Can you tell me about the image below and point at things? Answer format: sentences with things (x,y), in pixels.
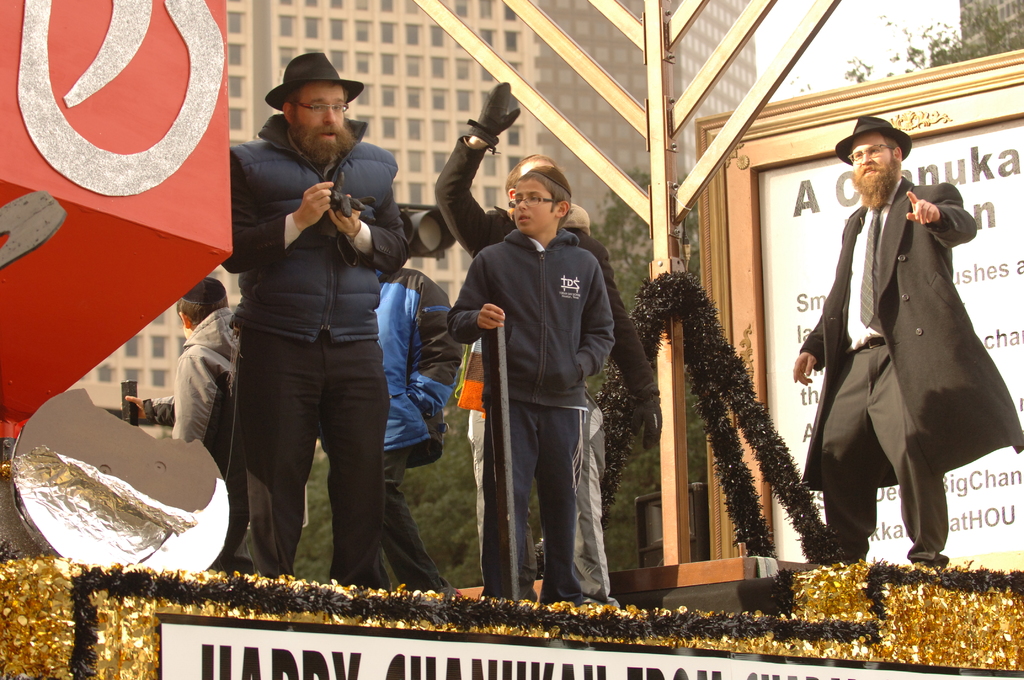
As we can see in the image there are few people (527,343) standing on stage (799,612), a banner (248,636), trees (429,483) and there is building (460,84).
